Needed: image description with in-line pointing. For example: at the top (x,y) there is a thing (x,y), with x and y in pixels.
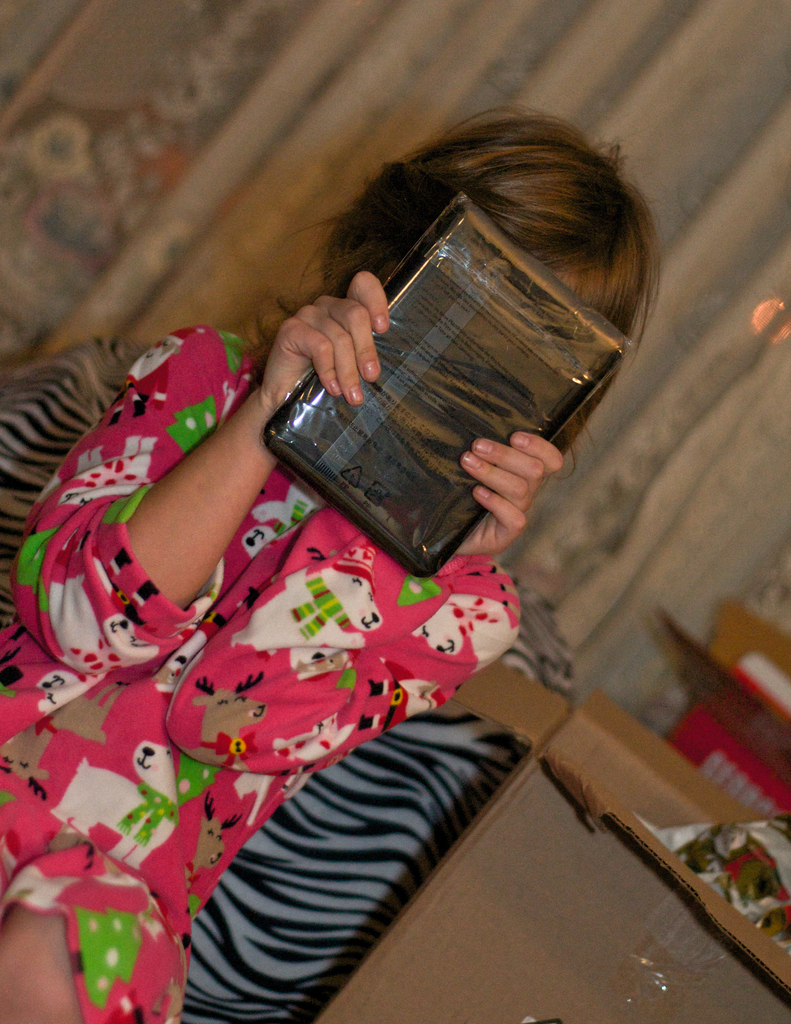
In this image in the front (243,601) there is a girl (220,623) sitting and hiding her face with an object (453,386) which is black in colour. In the background (628,148) there is a curtain (667,186) and there are boxes (603,796) and there is a sofa (419,802).
